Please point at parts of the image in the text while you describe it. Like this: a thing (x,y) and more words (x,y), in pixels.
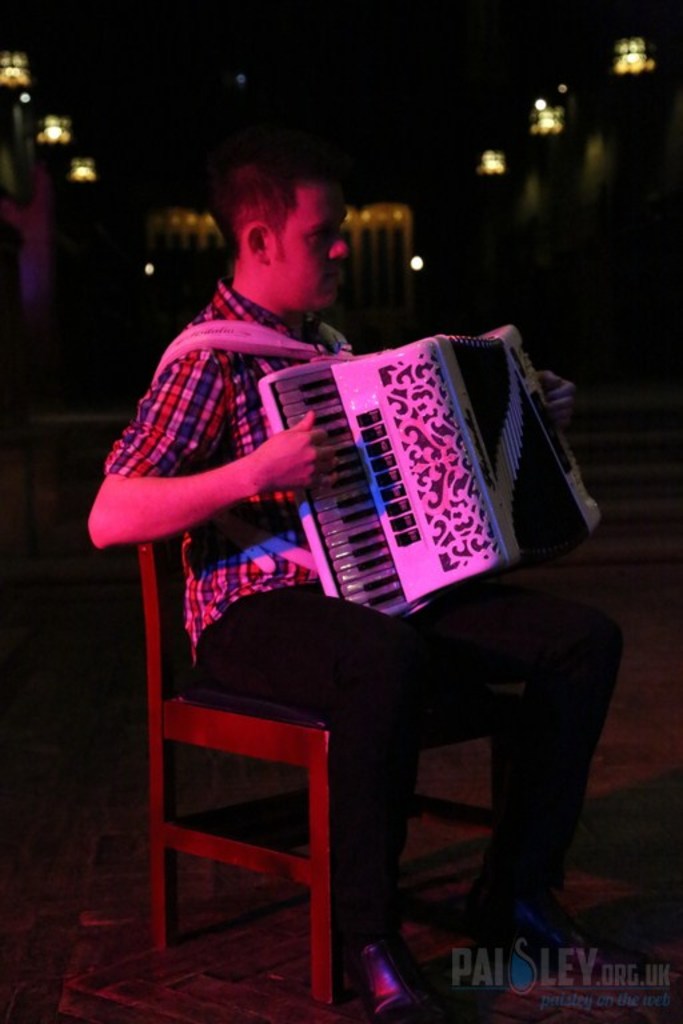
In the picture we can see a man (396,705) sitting on the chair (253,705) and playing a musical instrument (476,417) and behind him we can see dark and to the ceiling (596,108) we can see the lights (46,125).
